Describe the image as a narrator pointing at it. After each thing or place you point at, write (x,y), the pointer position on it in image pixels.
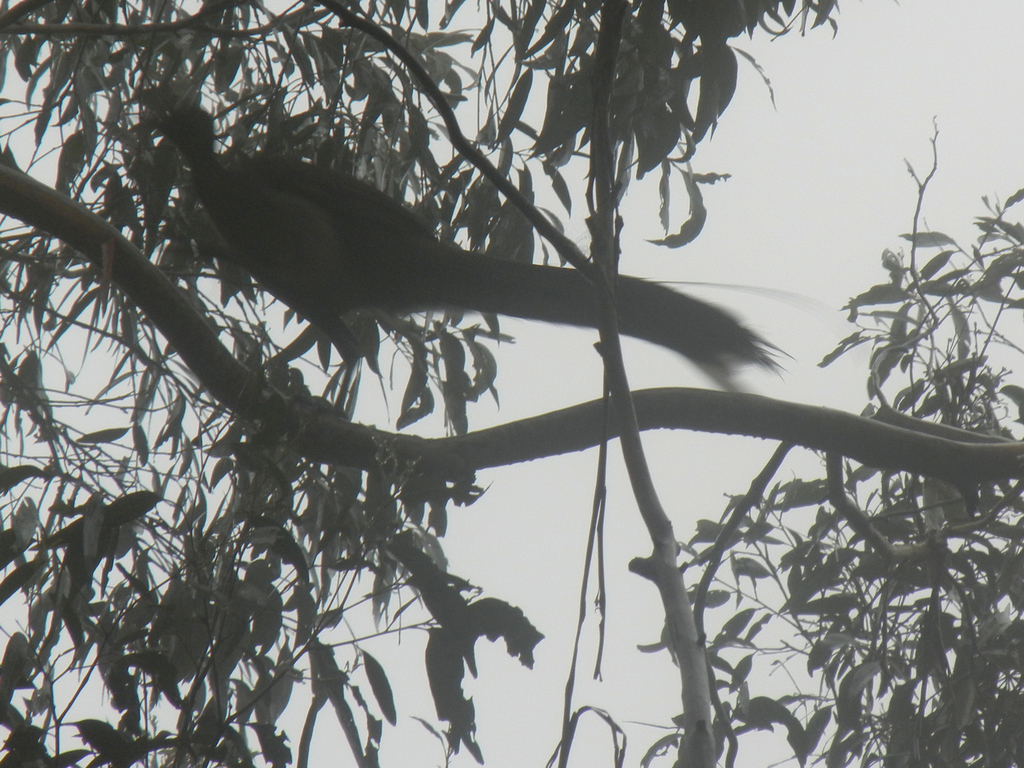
In this image we can see a bird (320,252) is sitting on the branch (560,440) of the tree (428,443). Background (313,552) leaves (332,534) are present.
